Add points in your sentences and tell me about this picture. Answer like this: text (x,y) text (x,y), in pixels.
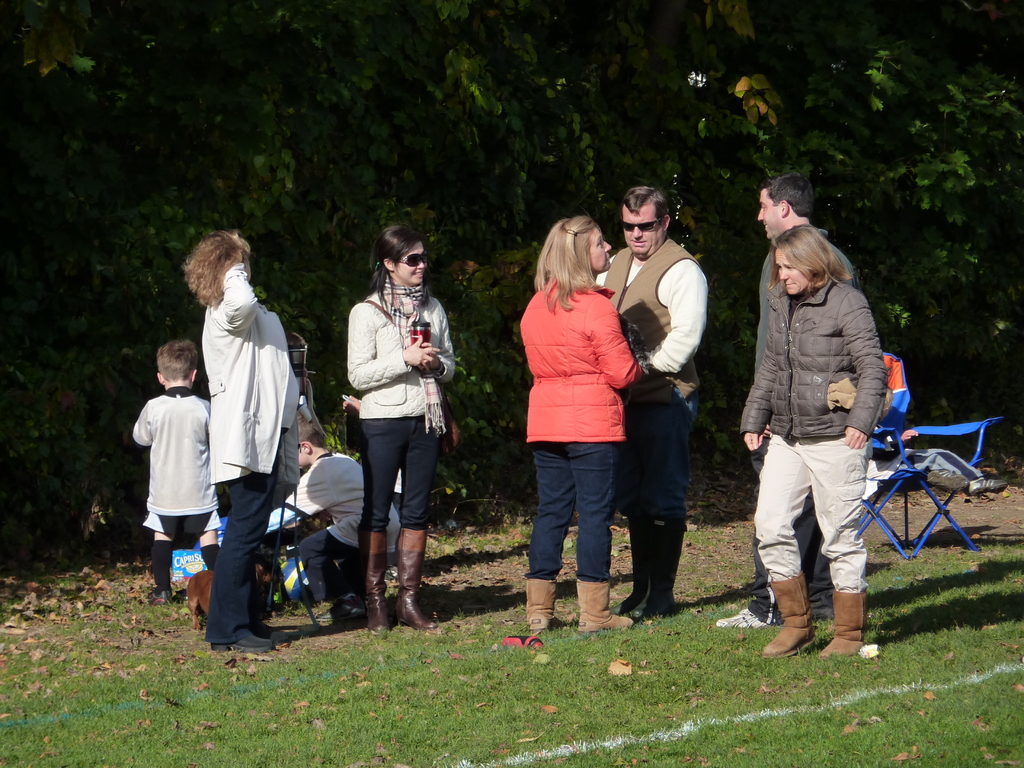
In this image we can see a group of persons (219,423) standing on the grass (450,598). On the right side of the image (876,498) we can see chair (895,428) and kid (939,461) sitting in it. In the background (898,136) there are trees (295,133) and plants (226,135).
